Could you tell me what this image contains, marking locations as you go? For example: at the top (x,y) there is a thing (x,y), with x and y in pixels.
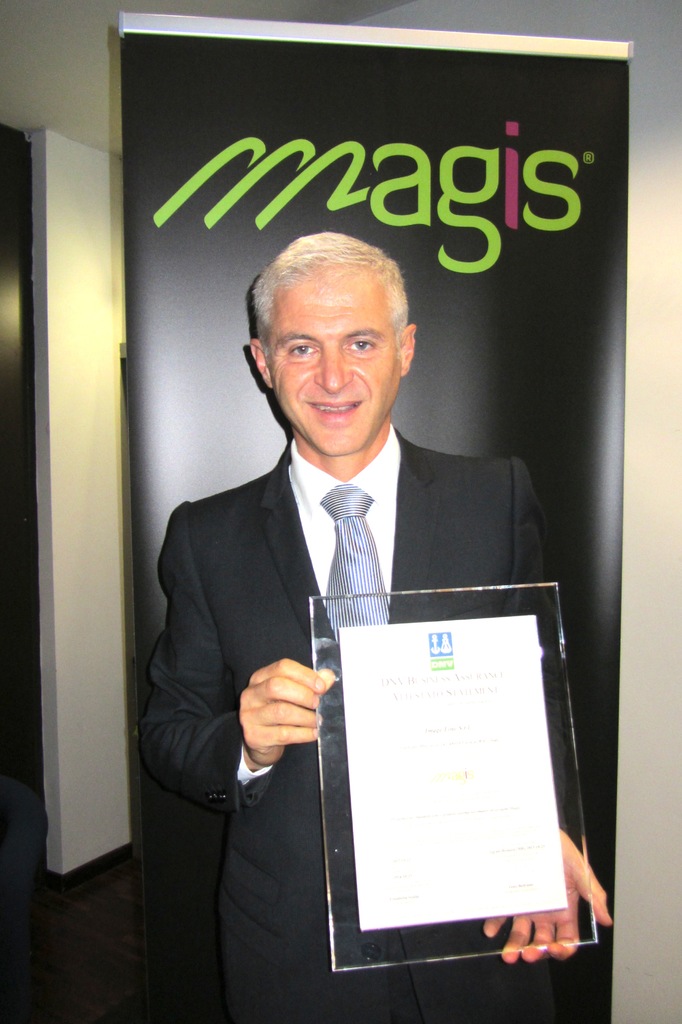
This is the picture of a room (651,237). In this image there is a person (272,523) standing and smiling and he is holding the frame (512,720). On the left side of the image (0,715) there is a door (16,198). At the back (175,197) there is a hoarding (275,140) and there is a text (291,181) on the hoarding (370,121).
